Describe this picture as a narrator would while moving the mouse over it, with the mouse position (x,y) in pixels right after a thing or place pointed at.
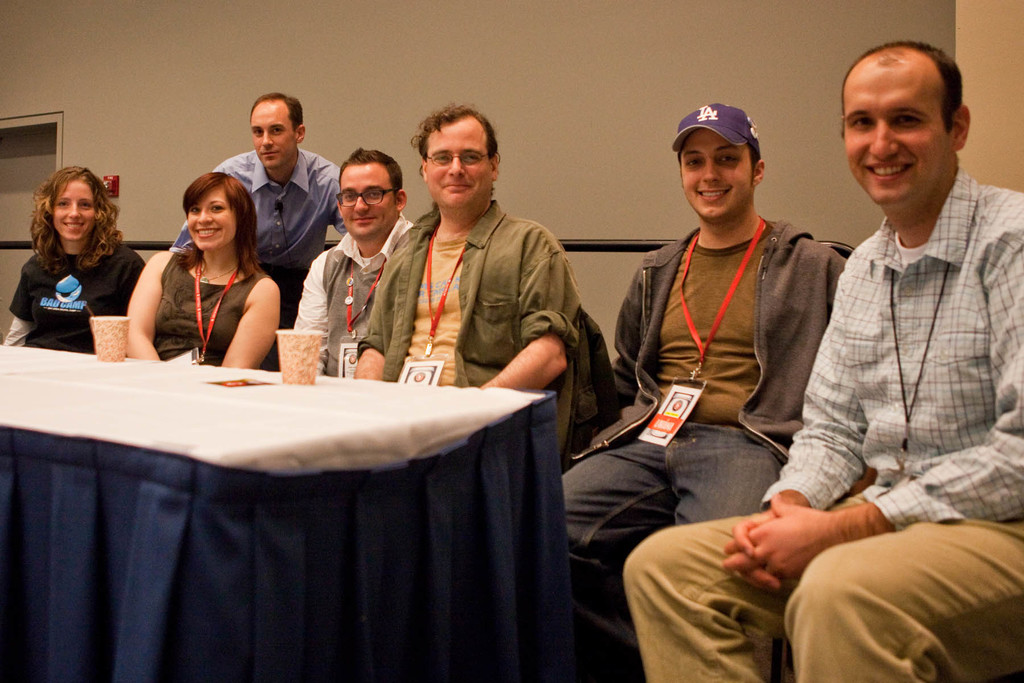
In the image there are few people (569,310) sat in front of table (87,477) with cups (287,375) on it. Most wore id cards (677,384).
